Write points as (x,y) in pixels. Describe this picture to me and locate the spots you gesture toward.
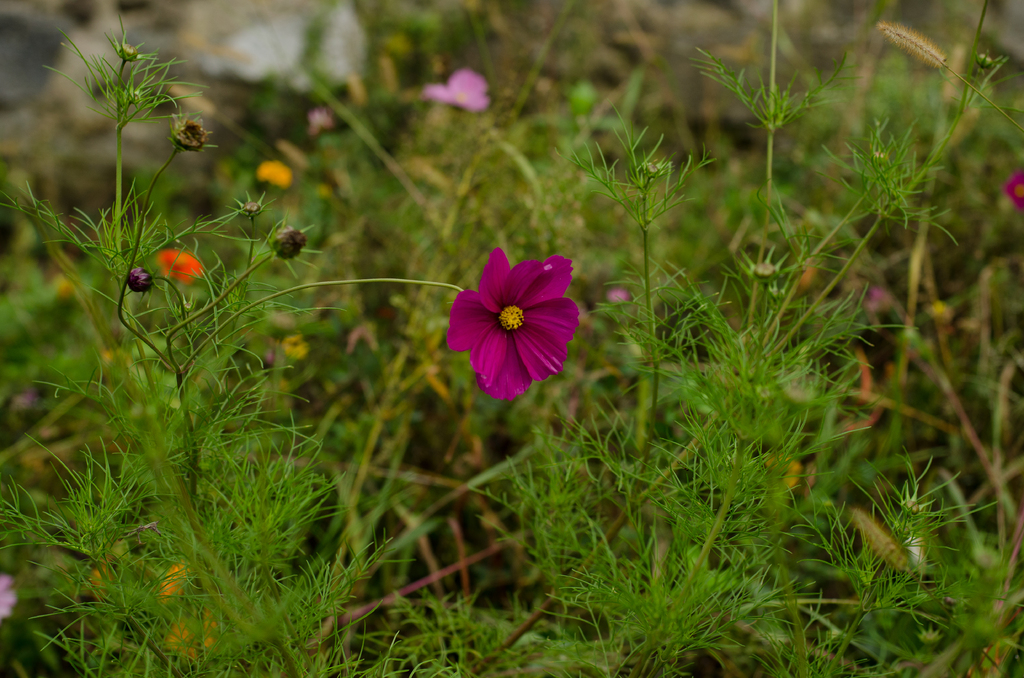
In this image there are plants (543,244) and flowers (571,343).
